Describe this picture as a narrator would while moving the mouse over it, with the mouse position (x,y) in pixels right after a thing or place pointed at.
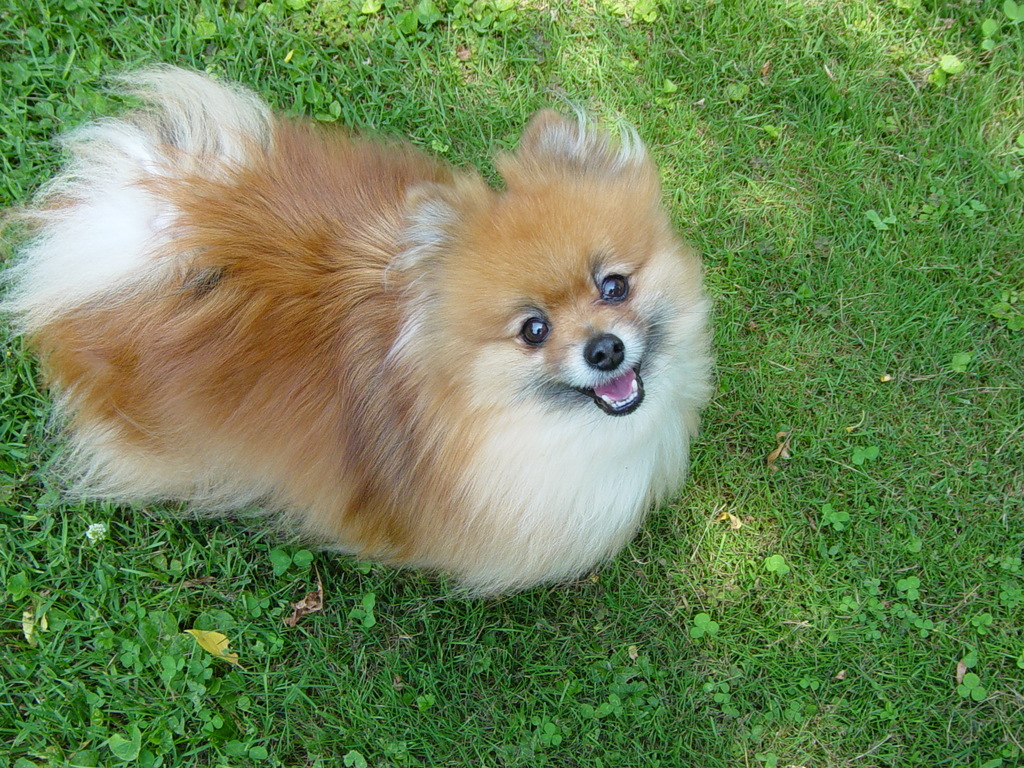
In the center of the image (545,371) we can see a dog (468,452) on the ground (470,609). We can also see some herbs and grass (775,625).
